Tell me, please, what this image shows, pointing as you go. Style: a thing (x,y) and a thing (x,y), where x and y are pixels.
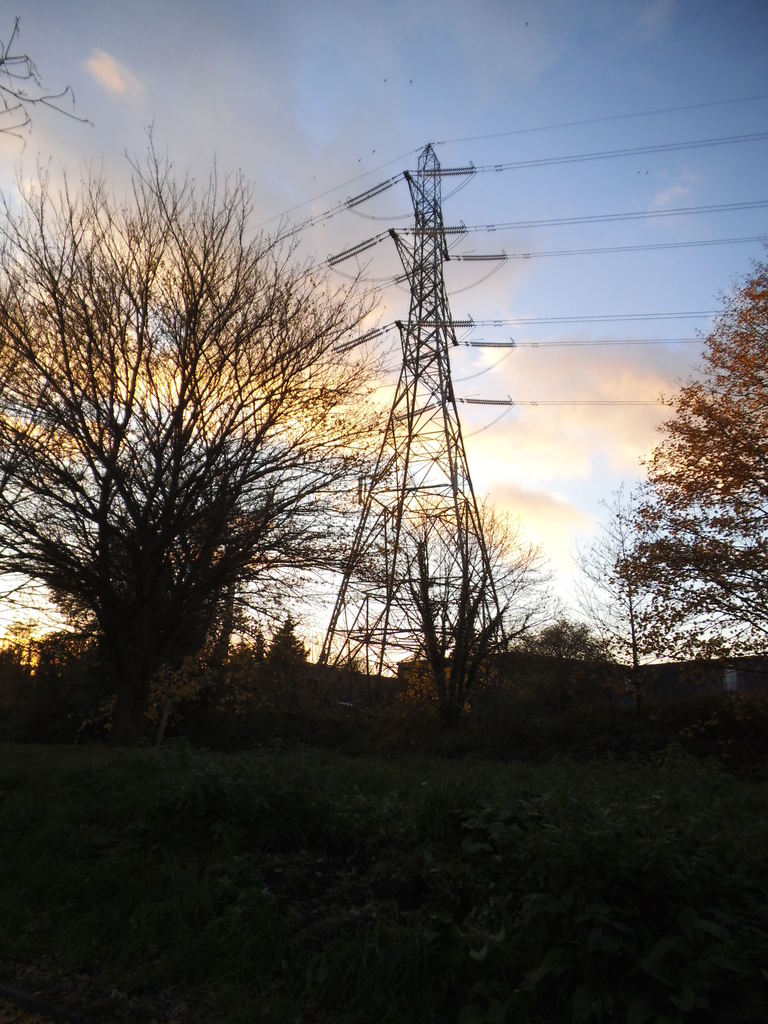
In this image we can see shrubs (610,888) here, trees (762,496), tower (436,532), wires (656,316) and sky (530,206) with clouds (621,421) in the background (621,395).
